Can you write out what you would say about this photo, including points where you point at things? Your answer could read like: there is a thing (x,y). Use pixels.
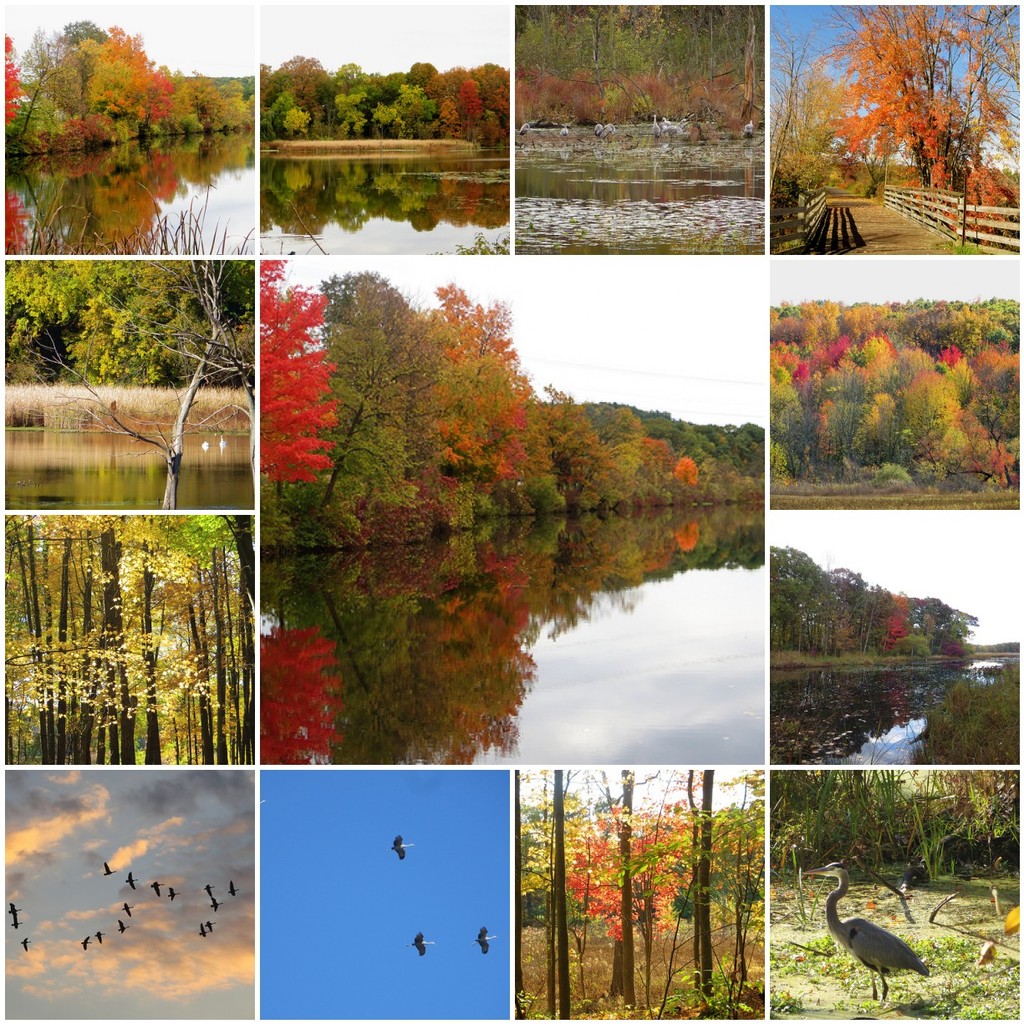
The picture is a collage. At the bottom (643,900) there are birds (866,920) and trees (569,870). In the center of the picture (381,456) there are trees (388,420) and water (406,618). At the top (227,111), in the pictures there are trees (318,94), water (670,169) and railing (952,222).
